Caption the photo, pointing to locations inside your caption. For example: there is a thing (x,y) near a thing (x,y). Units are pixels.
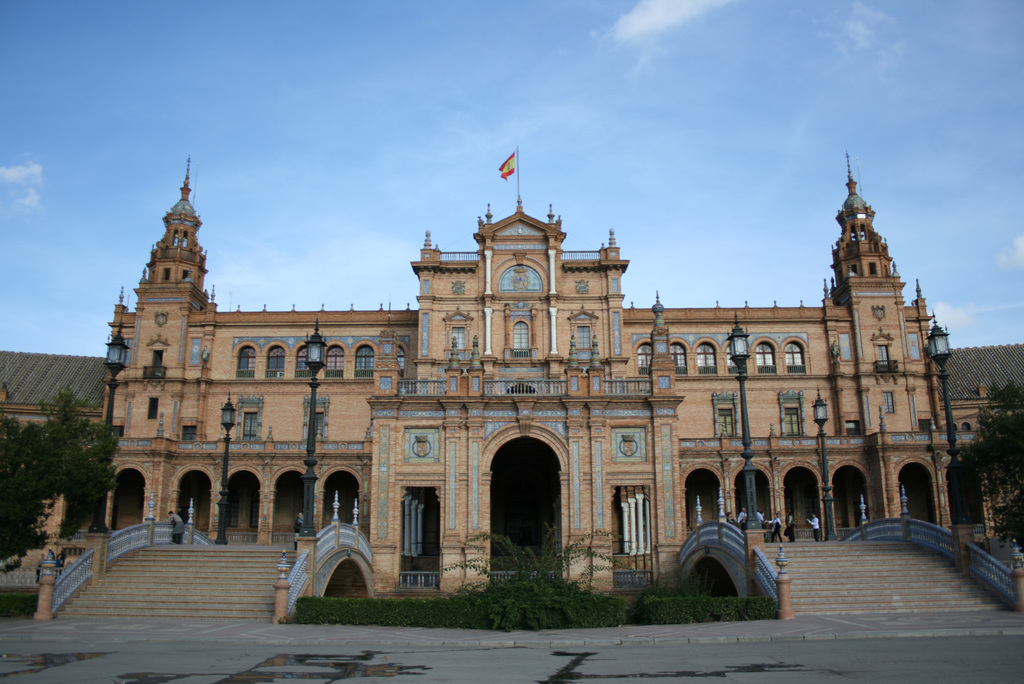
In this image in the center (555,344) there is one palace (490,471) and in the foreground (72,494) there are some poles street lights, trees (58,458), plants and some stairs (820,600) and on the top of the palace (529,218) there is one pole (520,184) and flag (512,172). On the top of the image (422,93) there is sky (496,129), at the bottom (212,649) there is a road (602,658).
